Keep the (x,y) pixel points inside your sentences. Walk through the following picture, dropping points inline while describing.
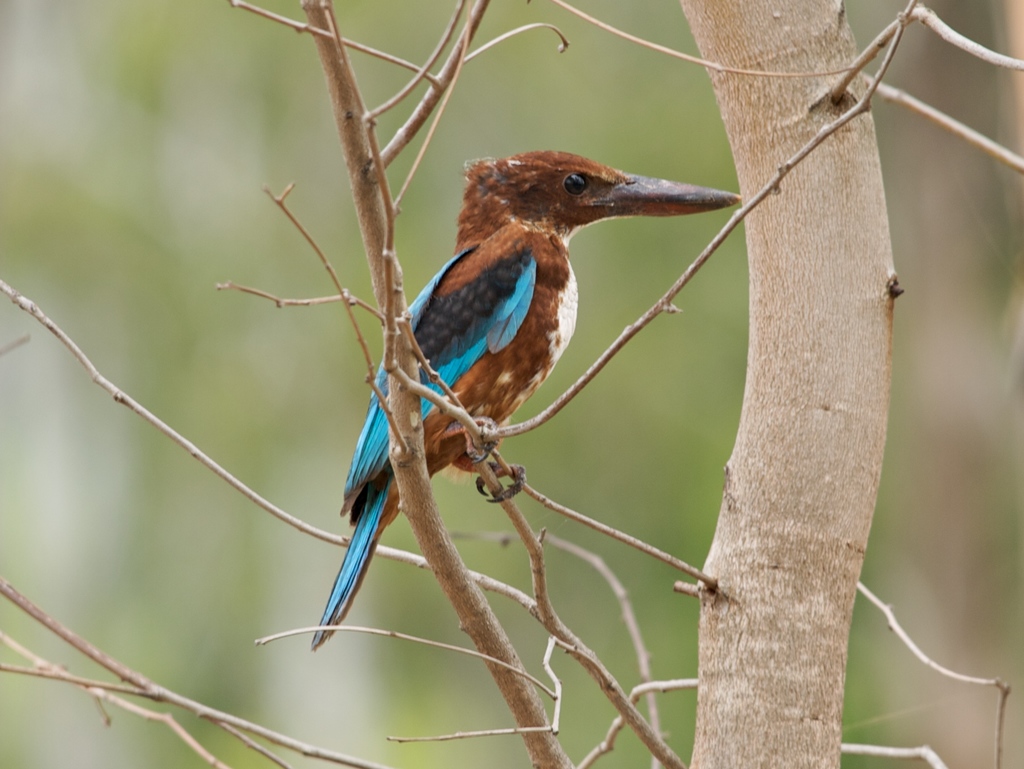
In this picture, we see a bird (456,281) in brown, blue and white color. It has a long beak (680,205). On the right side (772,429), we see a tree (787,675). In the background (678,408), it is green in color. This picture is blurred in the background (153,494).
